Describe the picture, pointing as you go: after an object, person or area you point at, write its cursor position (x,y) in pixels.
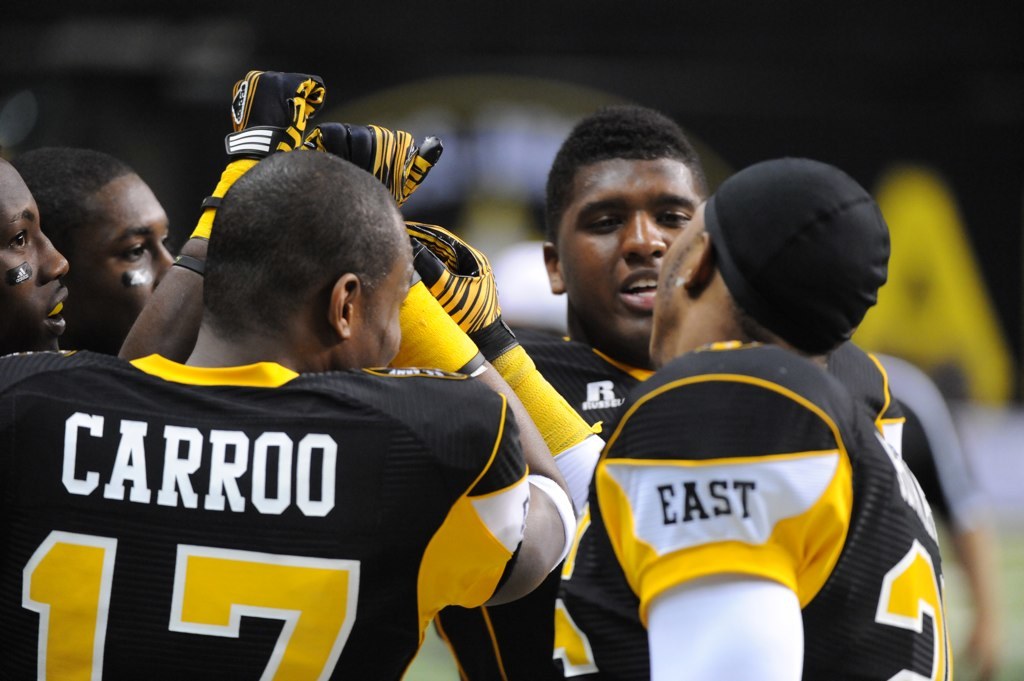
In this picture we can observe football players (453,373), wearing black and yellow color dresses (374,453). One of them was wearing a cap (771,231) on his head (726,235). All of them were men (526,329). In the background (134,63) it is completely blur.
